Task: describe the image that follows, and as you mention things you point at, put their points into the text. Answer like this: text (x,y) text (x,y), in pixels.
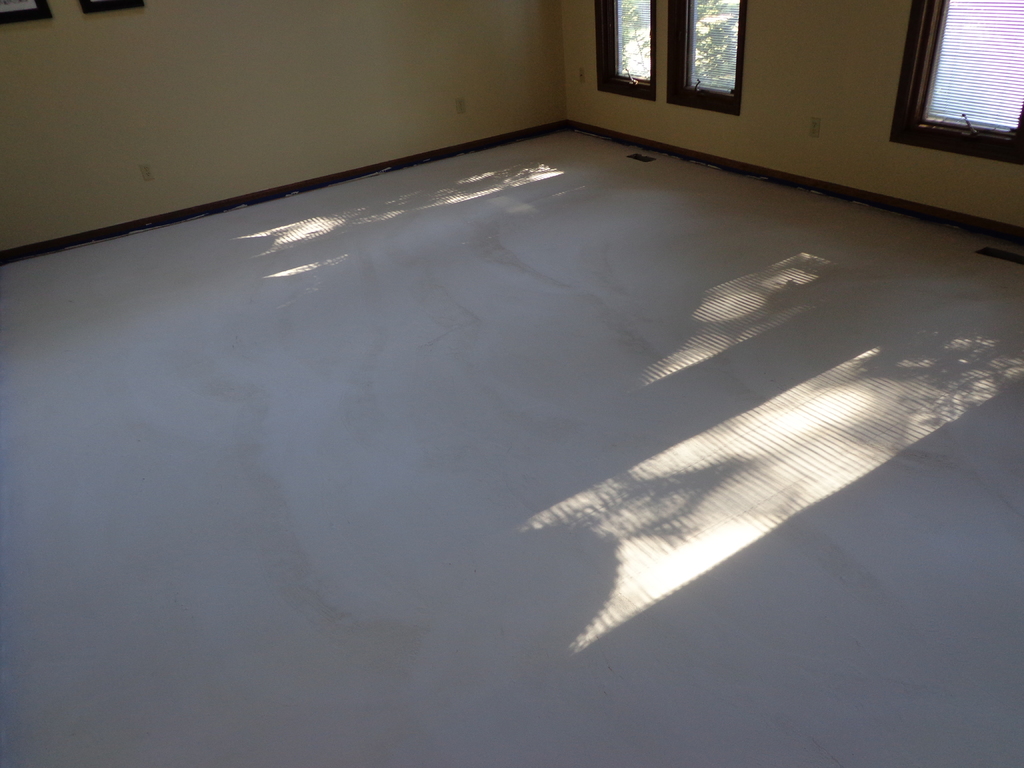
In the center of the image (470,453) there is a floor (434,444), wall (105,51), photo frames (114,7) and windows (637,63). Through window glass (646,75), we can see trees (637,43).
